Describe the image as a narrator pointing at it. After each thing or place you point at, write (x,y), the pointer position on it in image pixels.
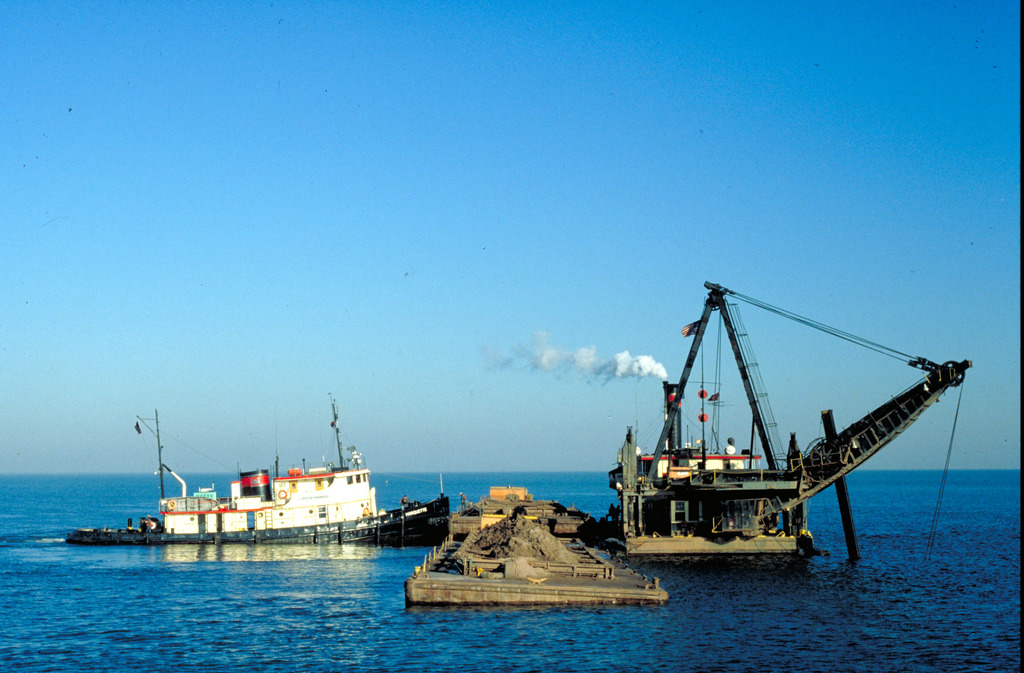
In this image I can see the sea (54,519), on which there are two ships (743,450) and there is fume (560,365) come out from one of the ship (613,530), there is a barge (598,569) in the middle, on which there is a soil (521,535), boxes (498,517), at the top (805,221) there is the sky (534,225).
